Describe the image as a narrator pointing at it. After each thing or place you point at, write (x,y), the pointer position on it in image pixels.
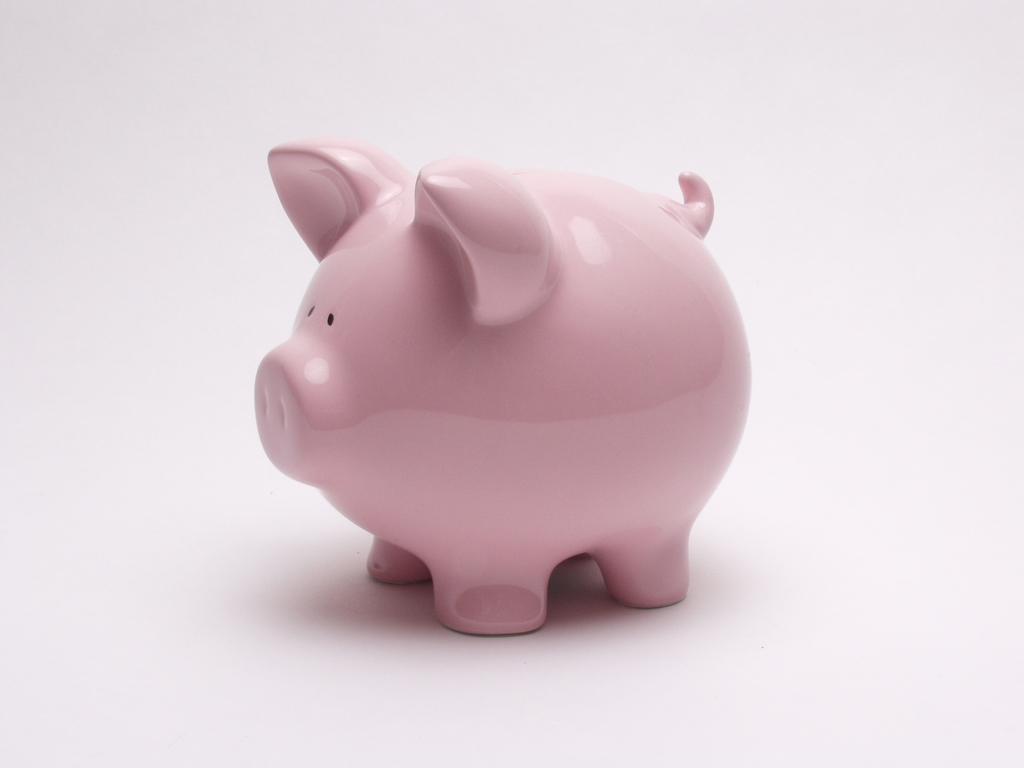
In this image we can see the piggy bank (505,369) on the plain surface (395,690).
